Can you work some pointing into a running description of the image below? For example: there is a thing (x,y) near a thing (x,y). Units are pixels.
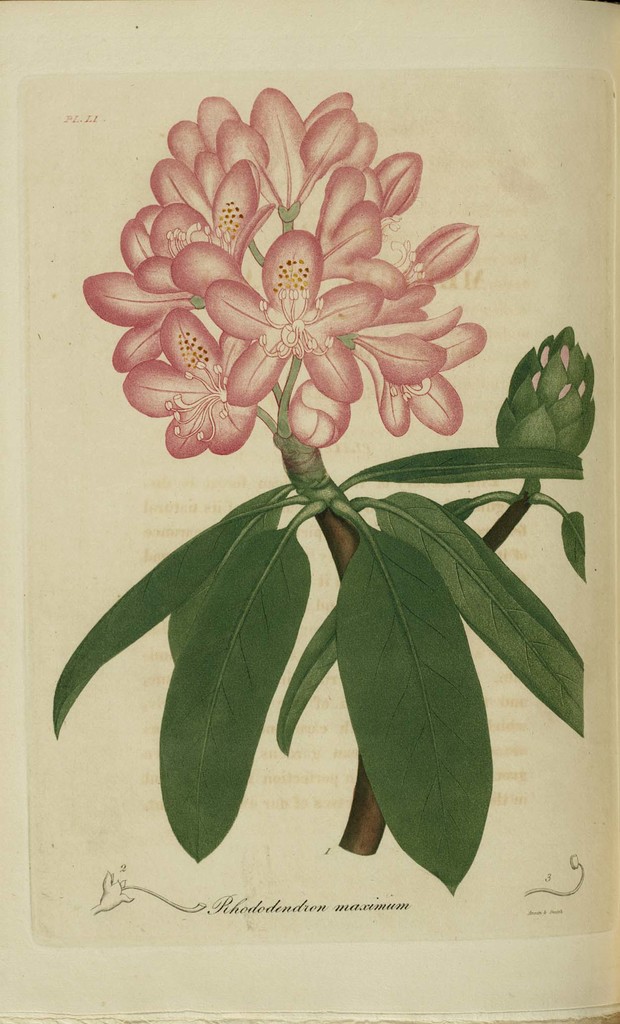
In this image I can see it is a painting (458,492) of flowers (383,419) and green leaves (443,673).
